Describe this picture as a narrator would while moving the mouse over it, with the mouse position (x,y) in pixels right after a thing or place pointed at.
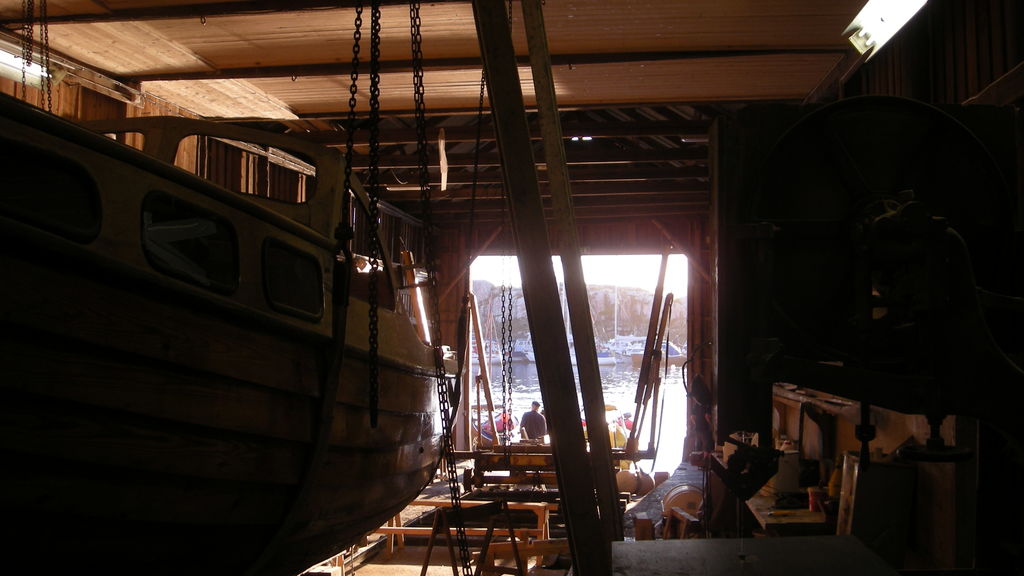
In this picture there is a man (538,403) who is standing near to the wooden table (535,451). On the left (167,343) there is a boat (273,408) which is hanging through the chains (372,175). In the background (607,294) we can see mountain (599,316), water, boats (665,343) and boards (669,308). Here it's a sky (617,264).
